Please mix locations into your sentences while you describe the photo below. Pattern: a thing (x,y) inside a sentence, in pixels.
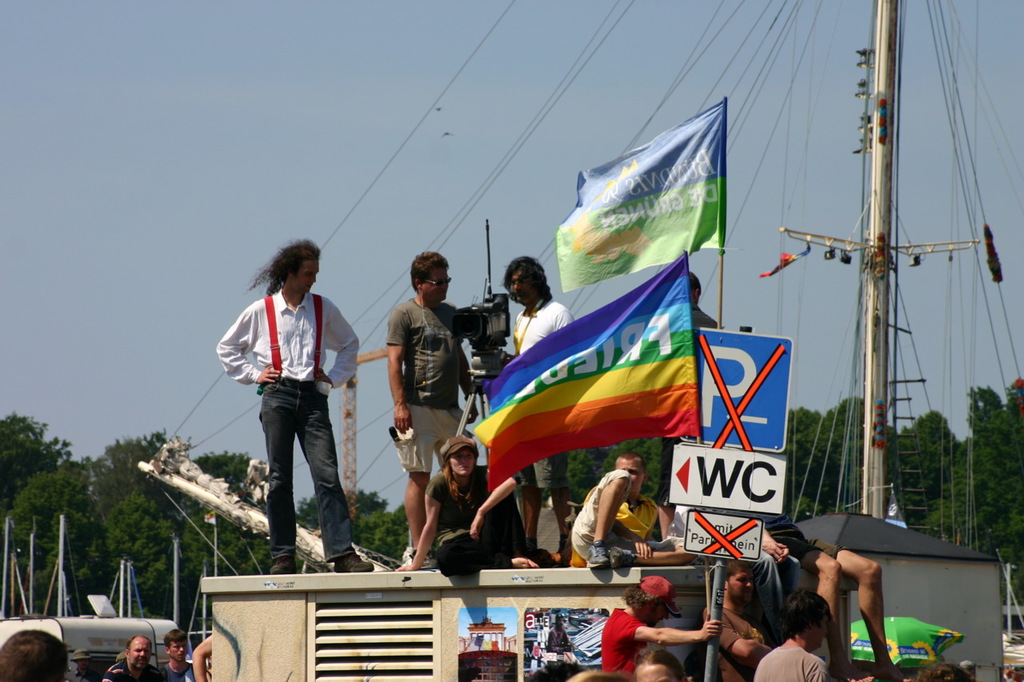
There is a small building (404,603) with posters (479,632). On that there are many people (464,436). Also there is a video camera (482,322) with stands (471,393). There are sign boards (683,455) with a pole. There are flags (649,294). There are many other people (636,646). In the back (103,572) there are poles (225,494), trees (858,490) and sky (735,169). There is an umbrella (892,645) on the right side (889,636).
